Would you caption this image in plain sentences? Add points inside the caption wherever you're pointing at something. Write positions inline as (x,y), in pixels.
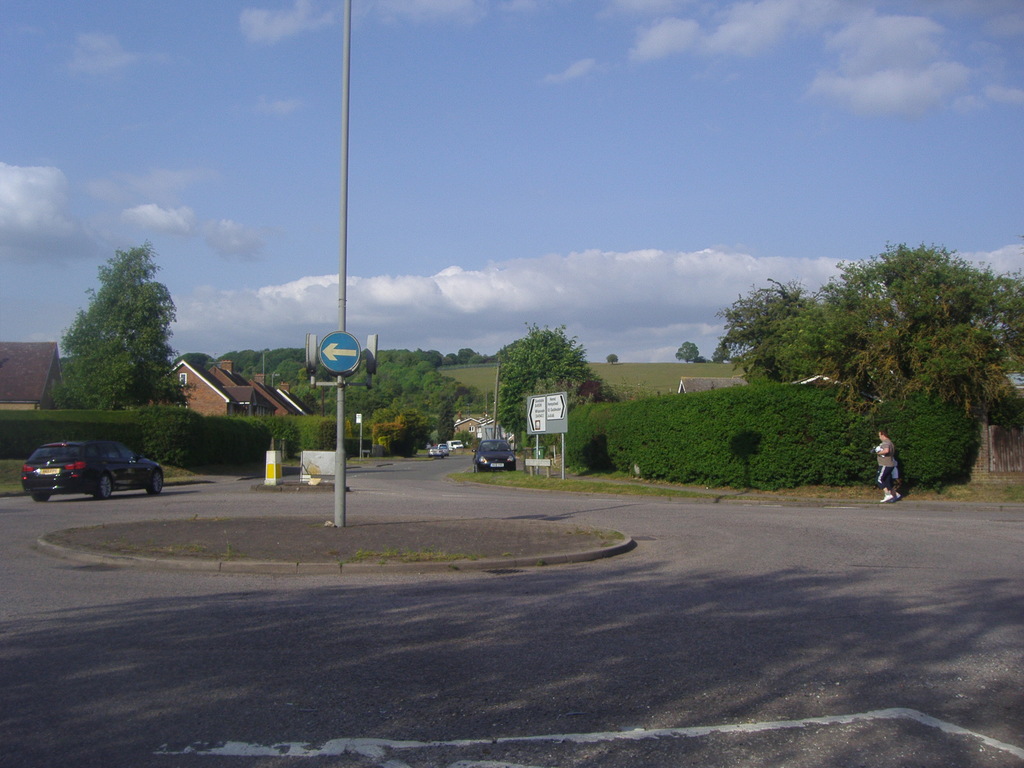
In this picture we can observe a road (356,484). There is a pole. We can observe some cars (109,493) on the road (440,464). There are some plants (691,452), trees (434,386) and houses (214,390). In the background (515,188) we can observe a sky (468,185) with some clouds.
